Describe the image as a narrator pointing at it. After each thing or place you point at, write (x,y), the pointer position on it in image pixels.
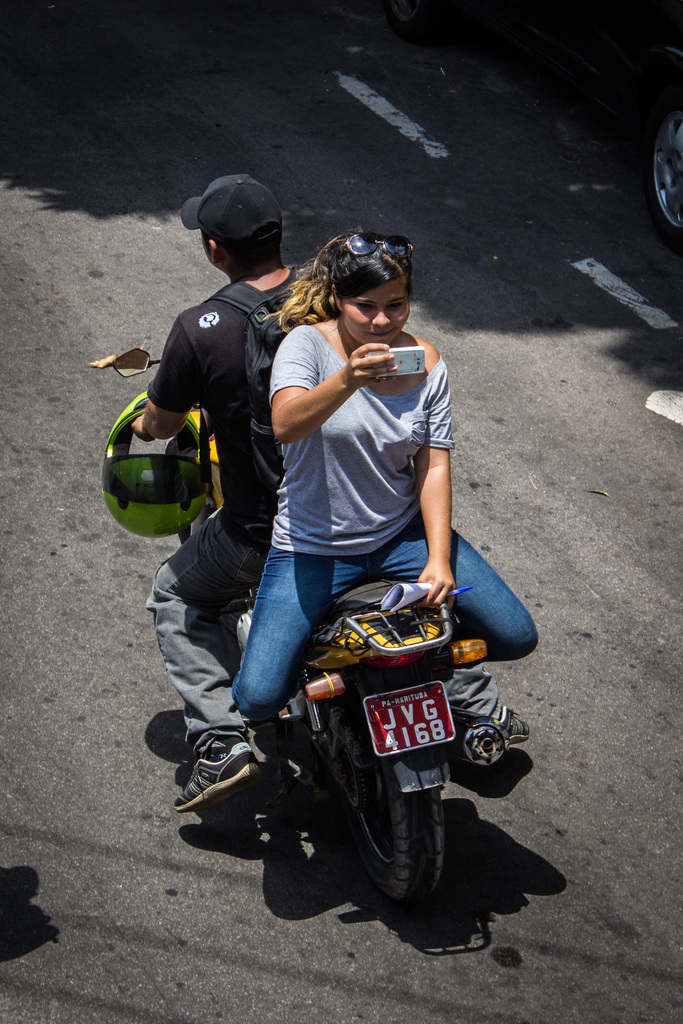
This 2 persons (253,674) are highlighted in this picture. This 2 persons (306,580) are sitting on a motorbike (389,672). This man (235,366) is holding a helmet (163,454) and wear bag (267,359). This woman (311,357) is holding a mobile (379,359) and papers (398,596).
